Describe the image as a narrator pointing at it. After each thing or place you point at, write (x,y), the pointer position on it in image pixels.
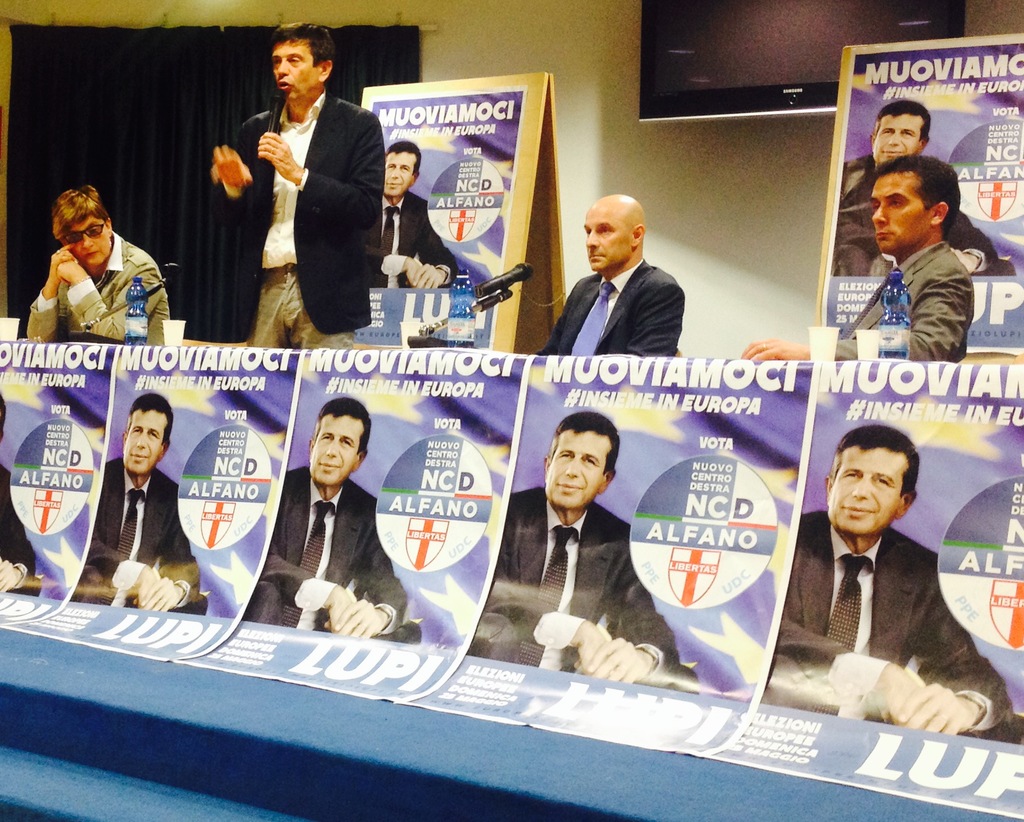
In this picture we can see posters (500,478). There are people (961,278) sitting and there is a man (271,180) standing and holding a microphone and talking. We can see microphones (170,270), bottles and cups (871,340) on the platform (102,348). In the background of the image (808,159) we can see boards (459,197), television (797,4), wall (630,77) and curtain (26,130).
